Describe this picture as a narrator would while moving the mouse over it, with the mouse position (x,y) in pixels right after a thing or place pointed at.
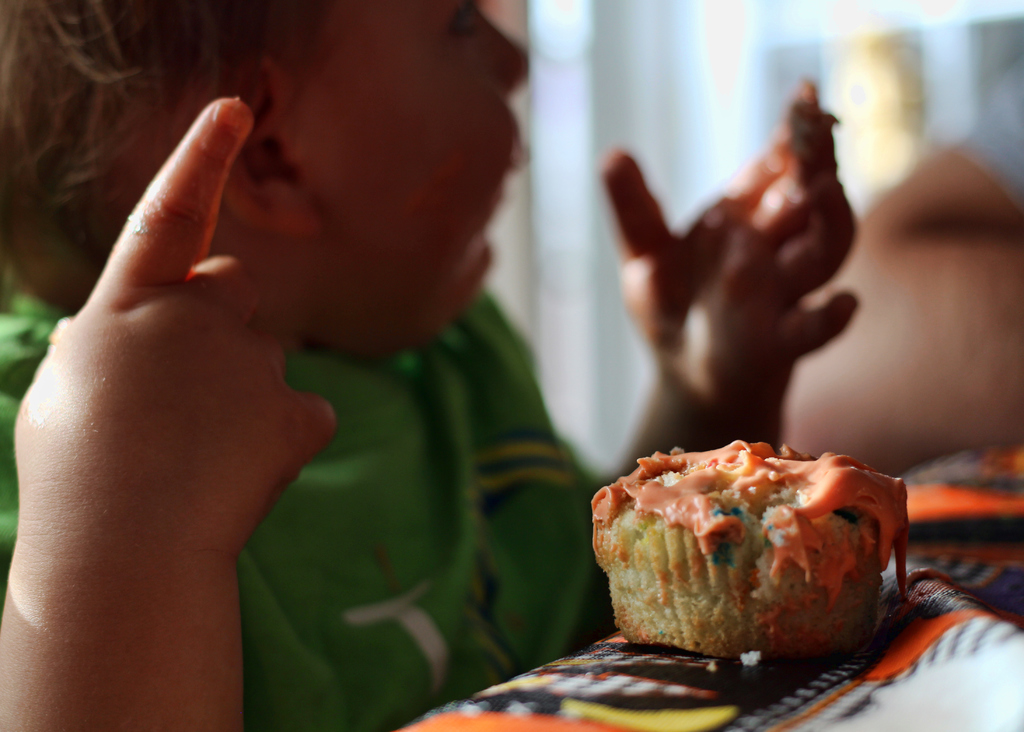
In this picture there is a baby girl (486,479) who is wearing green jacket (436,565). In-front of her I can see the cake (810,541) which is kept on the table (955,627). In the back (964,215) I can see the blur image.
